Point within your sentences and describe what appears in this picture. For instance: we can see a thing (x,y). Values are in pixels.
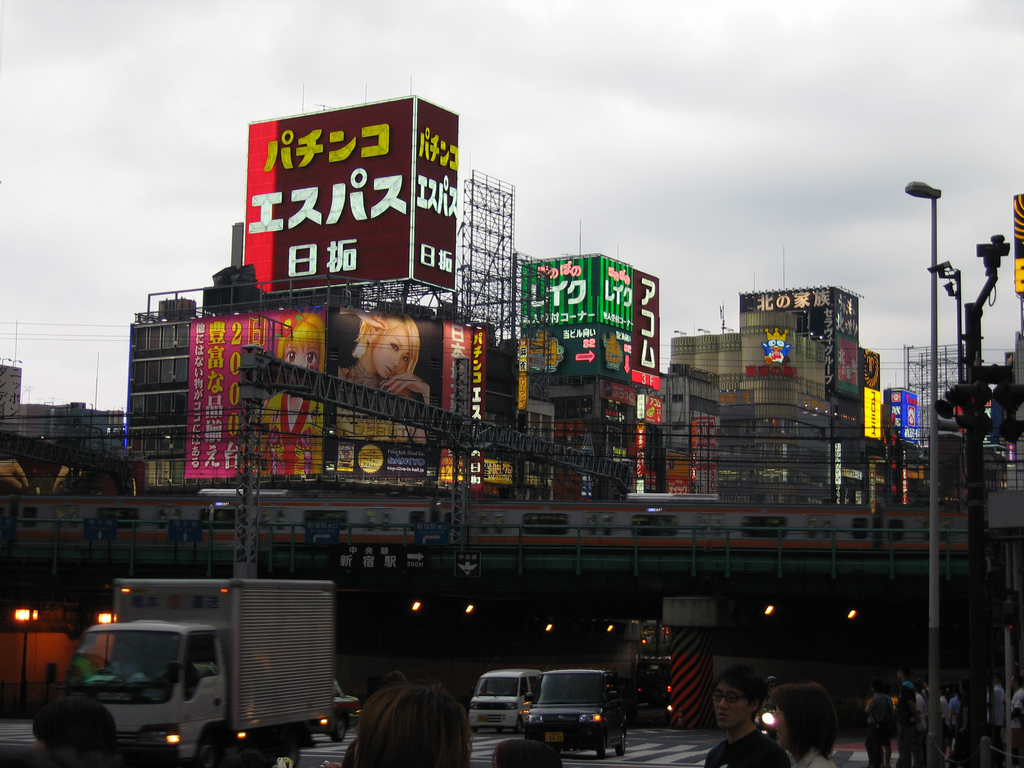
At the bottom (247,616) I can see a crowd (800,724), vehicles (550,705) on the road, light poles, bridge (607,594), metal rods (406,536) and a train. In the background (577,492) I can see buildings (512,375), hoardings (416,317), boards (556,292) and the sky (545,199). This image is taken may be on the road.
